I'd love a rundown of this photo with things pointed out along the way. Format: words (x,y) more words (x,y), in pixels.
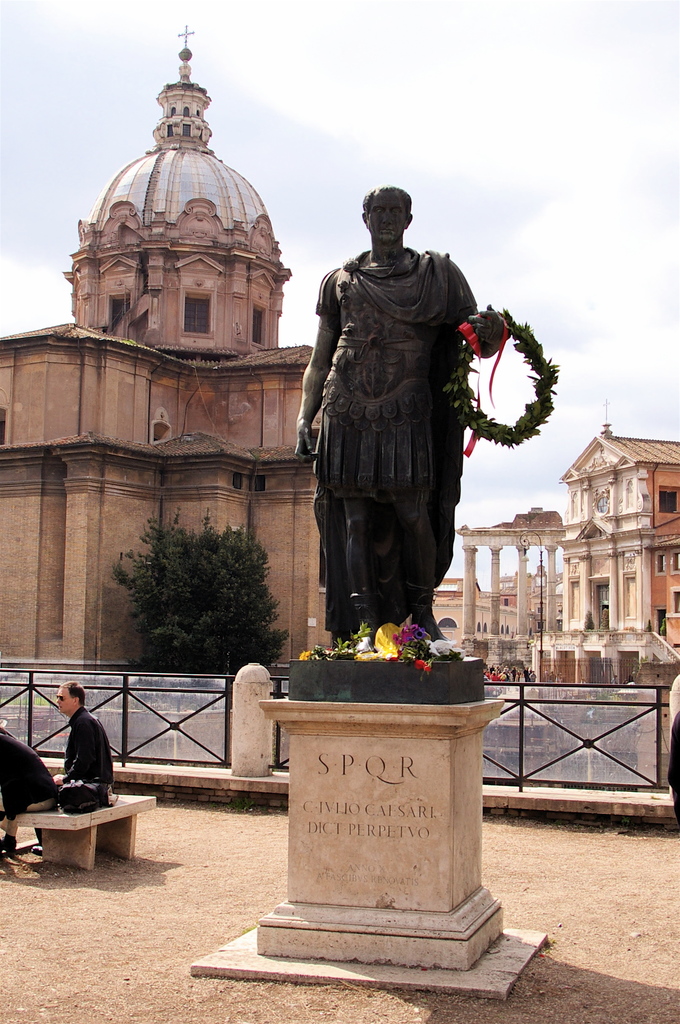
In this image I can see the statue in black color, background (229,399) I can see two persons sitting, trees (187,594) in green color, buildings (251,517) in cream color and the sky (450,124) is in white color.
